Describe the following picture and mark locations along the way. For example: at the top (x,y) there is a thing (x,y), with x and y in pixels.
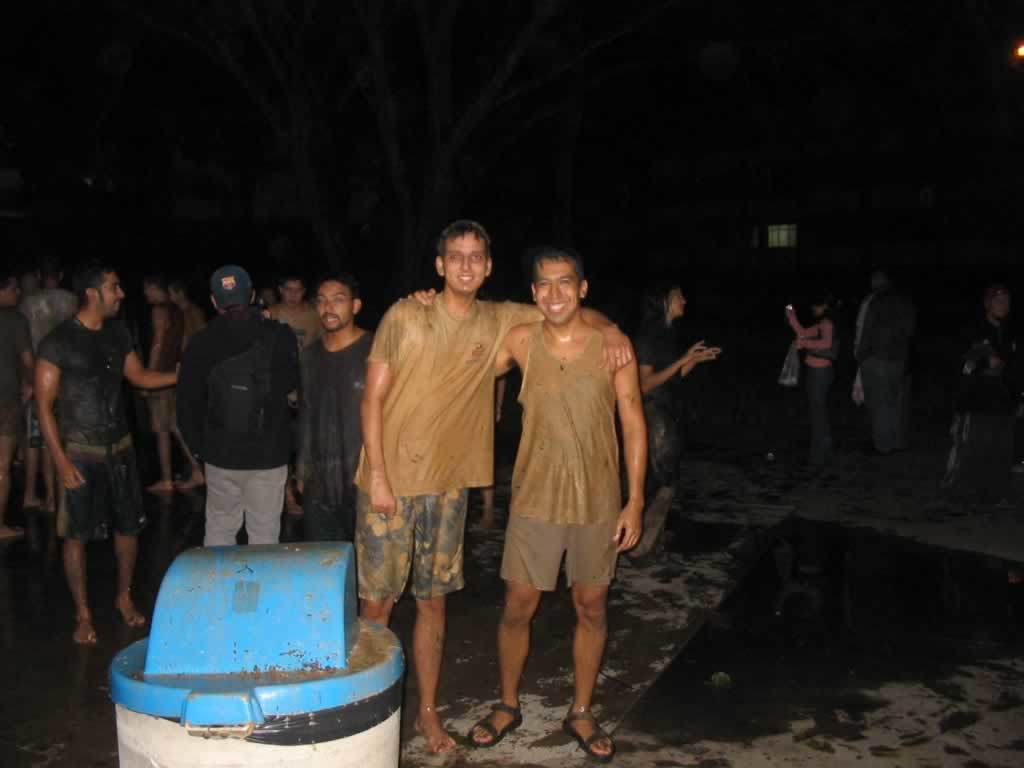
In this image there are two boys (560,409) standing one beside the other by keeping their hands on each other shoulders (514,346). There is full of mud (466,410) to their dress (554,410). In the background (186,370) there are few other people (151,367) who are standing on the ground (89,557) with the wet dress (97,404). In the left (336,734) there is a basket (297,710). On the floor (809,689) there is water (760,678).
